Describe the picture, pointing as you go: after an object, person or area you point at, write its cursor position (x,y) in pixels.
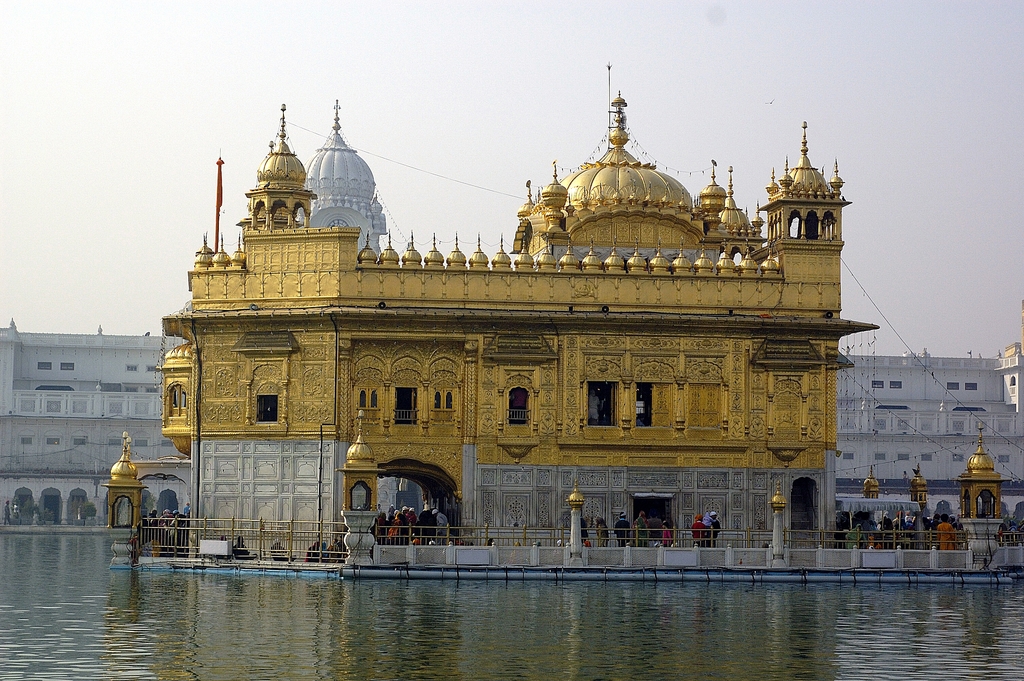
In the foreground of the image (591,302) we can see a building (421,291) with gold and white color some people (944,523) are standing on the path (632,564). In the front side of the building (740,525) we see water (324,642) and in the background (982,402) we can see a building (925,411) and sky (407,30).
